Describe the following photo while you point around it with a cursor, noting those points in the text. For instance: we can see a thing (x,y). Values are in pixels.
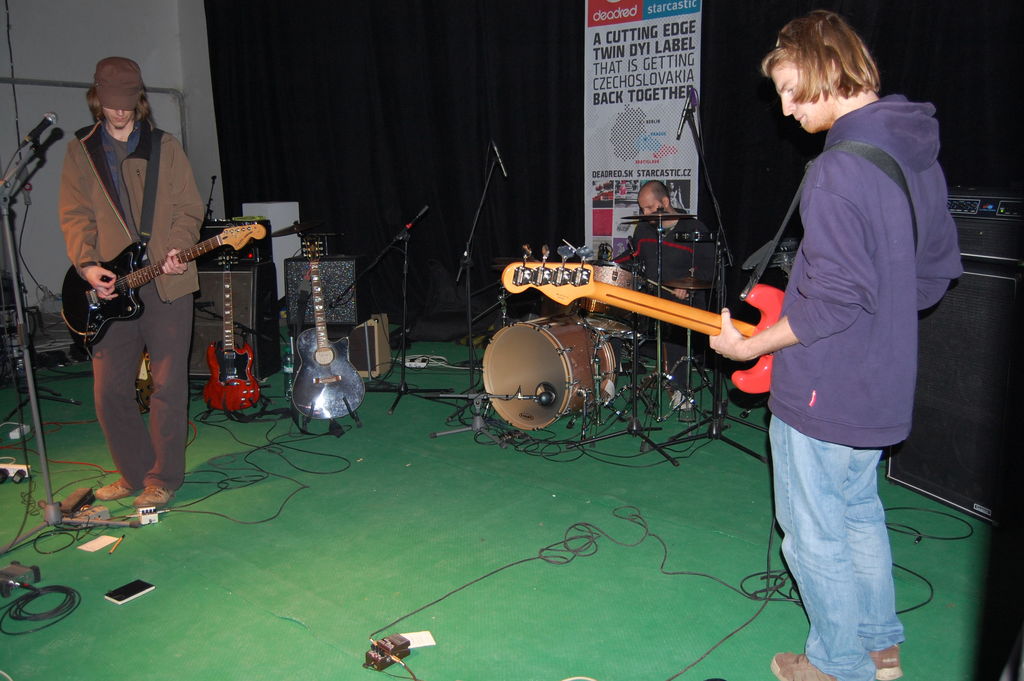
On the right (898,198) there is a man (868,240) who is wearing hoodie (861,216), jeans (821,484) and shoe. He is holding a guitar (768,290). On the left (105,173) there is a person (148,151) who is wearing cap (110,96), jacket (167,205), shirt (112,157), trouser (165,336) and shoe (149,485). He is standing near to the mic (27,137). On the bottom (272,514) we can see cables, paper (414,635) and green carpet (438,567). Here we can see a man (683,269) who is wearing black jacket (675,250) and he is sitting on the chair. In front of him we can see musical instruments (607,323) like drums (590,364) and other objects (635,321). On the top (671,23) we can see a banner (650,54) and a black cloth (456,22). On the left (327,395) background (336,295) we can see guitars (323,349), speakers (323,282), mic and other objects (285,256). Here we can see wires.
